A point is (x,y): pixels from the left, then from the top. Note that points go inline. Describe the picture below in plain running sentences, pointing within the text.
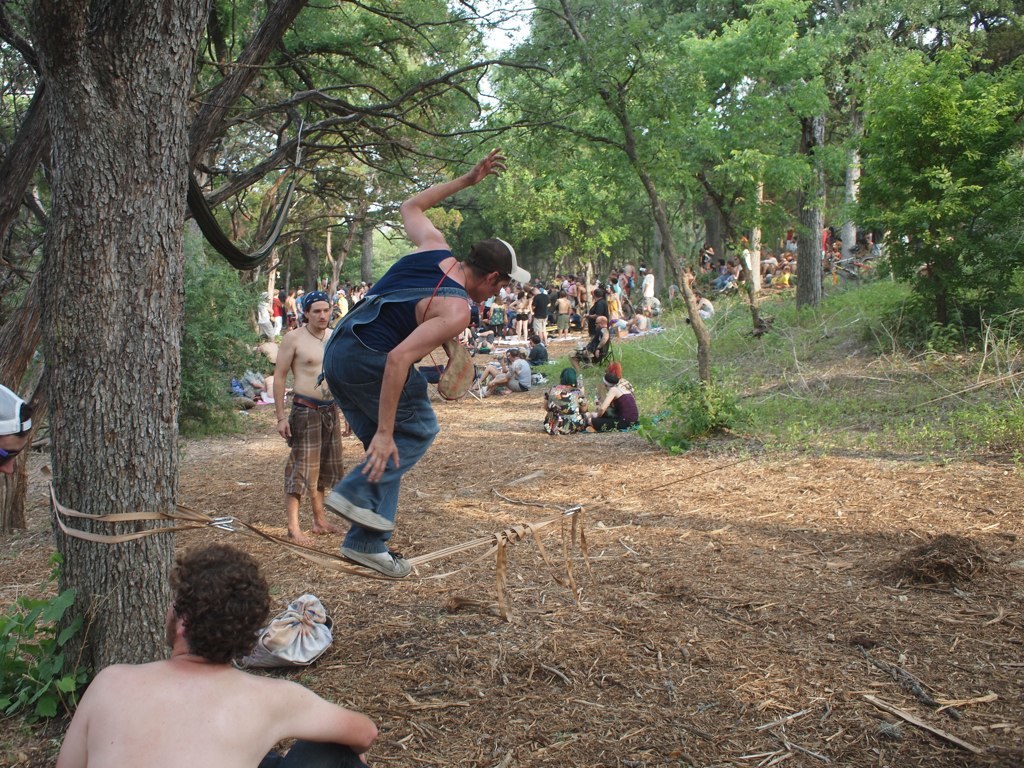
In this image there is one person (403,414) balancing on a slackline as we can see in the middle of this image (392,394). There are some persons (524,297) in the background (569,327). There are some trees (572,141) on the top of this image (677,181). There is one person (237,635) sitting in the bottom of this image (263,703). and there is a ground (608,597) as we can see in the bottom of this image (650,569).
